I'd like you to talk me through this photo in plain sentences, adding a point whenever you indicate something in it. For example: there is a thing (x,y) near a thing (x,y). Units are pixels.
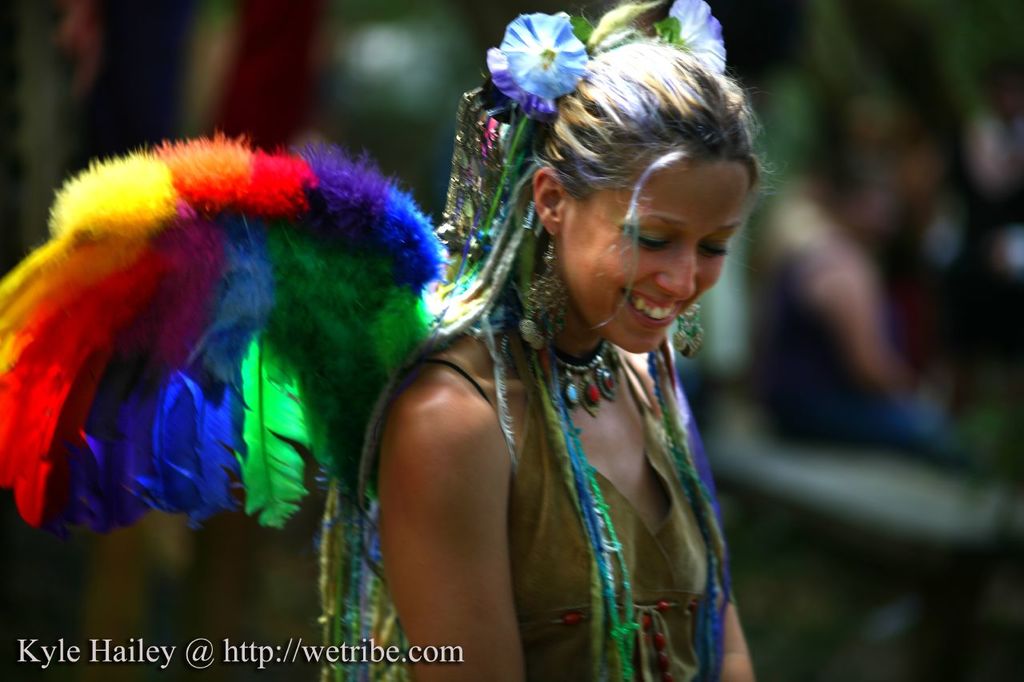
In the center of the image (428,366) a lady (634,262) is smiling and wearing costume (257,367). At the bottom left corner (257,650) we can see some text (241,655). In the background (939,268) the image is blur.
